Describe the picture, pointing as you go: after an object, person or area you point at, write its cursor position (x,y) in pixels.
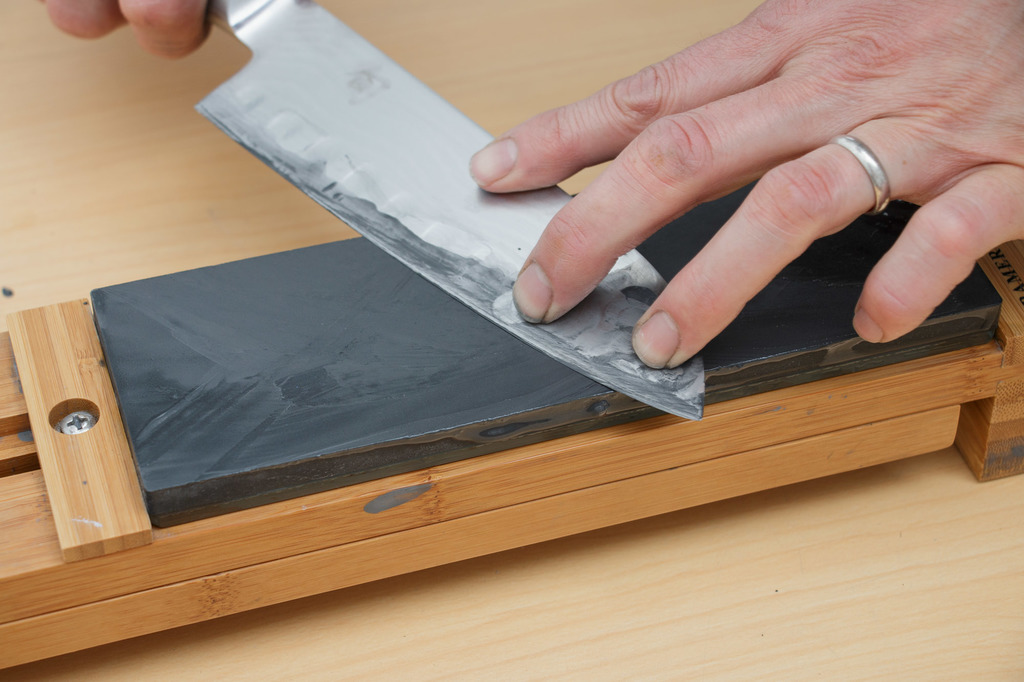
In this image, we can see a hand (155,6) holding a knife (294,26) which is on the knife sharpener (385,355). There is an another hand (757,251) in the top right of the image (913,84).
